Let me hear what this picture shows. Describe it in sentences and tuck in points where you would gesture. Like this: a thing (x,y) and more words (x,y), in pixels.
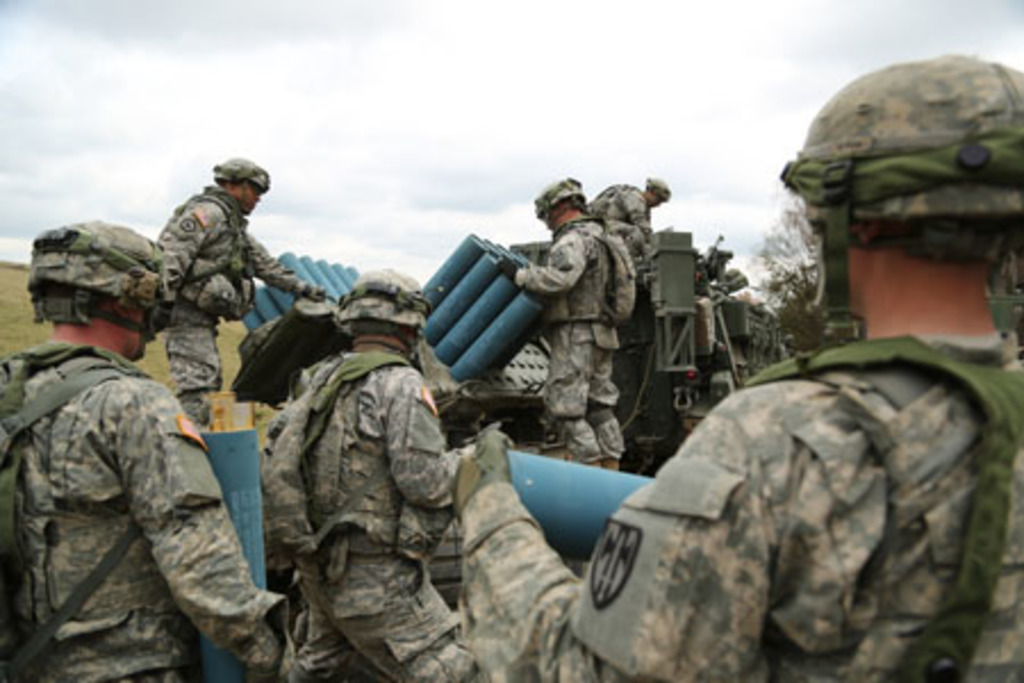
In this image in front (657,590) there are people (477,489) holding some objects (575,473). Behind them there are a few other people (190,365) standing on the vehicle (680,360). At the bottom of the image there is grass (16,316) on the surface (157,348). In the background of the image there are trees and there is sky (761,228).
